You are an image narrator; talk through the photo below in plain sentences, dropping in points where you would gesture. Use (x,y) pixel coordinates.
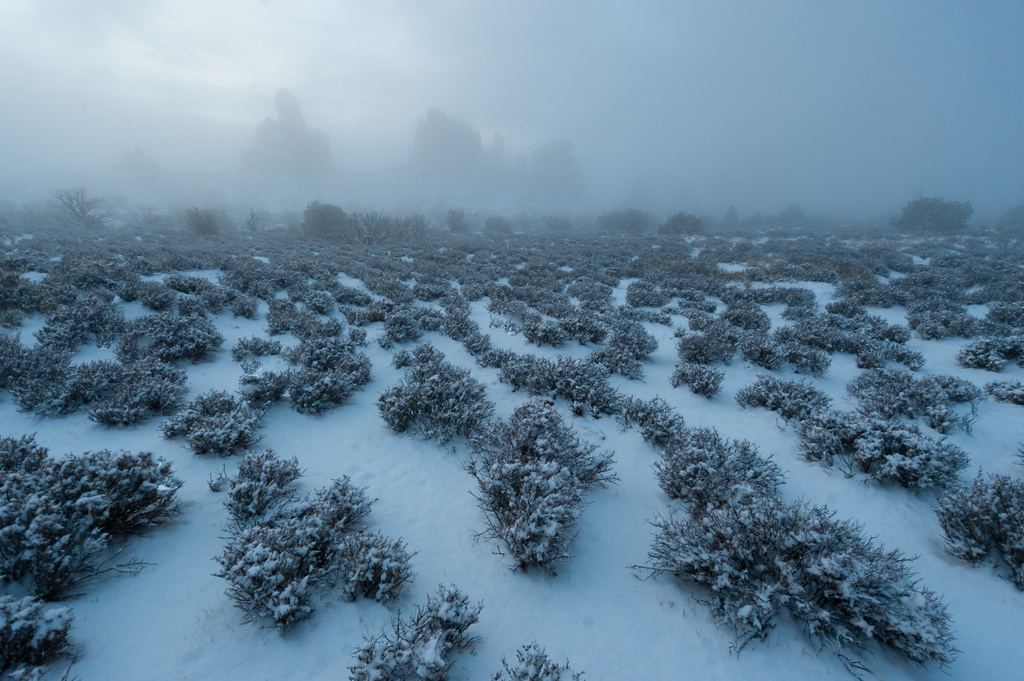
This picture is clicked outside. In the foreground (136,540) we can see the plants (365,537) and the snow (842,475). In the background (852,146) we can see the haze (108,129) and some other items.
